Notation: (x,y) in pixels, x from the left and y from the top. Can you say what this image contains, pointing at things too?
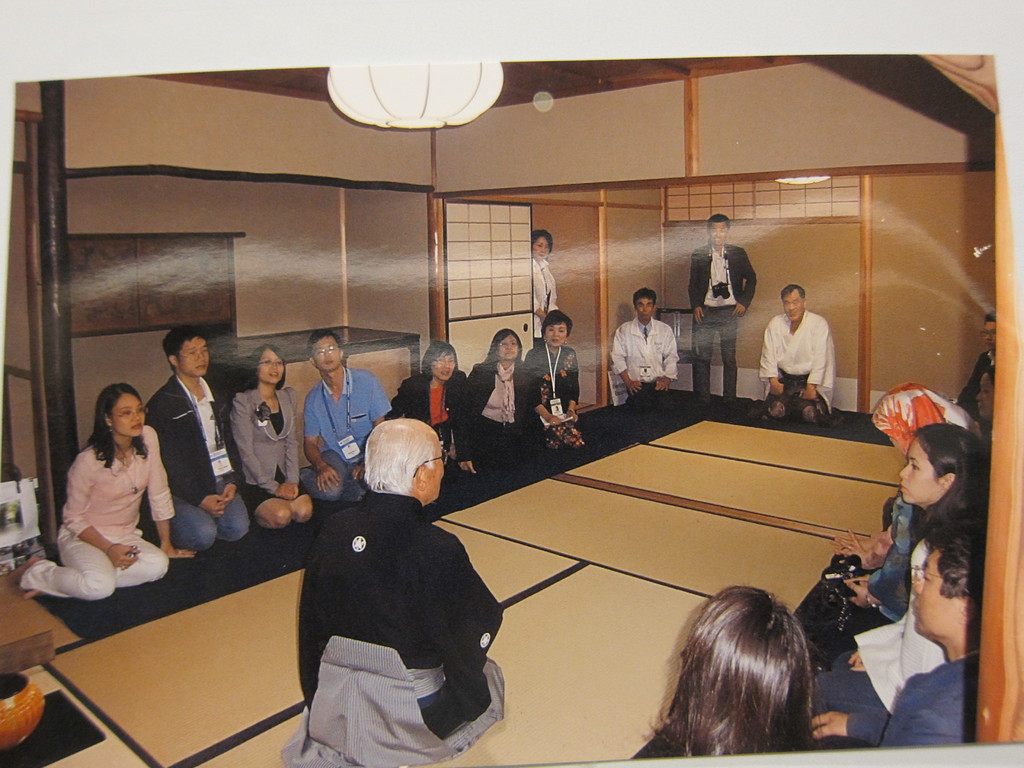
In this image there are a group of people (501,345) who are sitting, in the center (415,475) there is one person (366,616) who is sitting and at the bottom (588,523) there is floor (265,673). On the left side (24,696) there is a pot (18,676) and some object (26,480), in the background (268,219) there are photo frames (184,293) on the wall (401,250) and at the top (390,104) there is some light (369,81).
